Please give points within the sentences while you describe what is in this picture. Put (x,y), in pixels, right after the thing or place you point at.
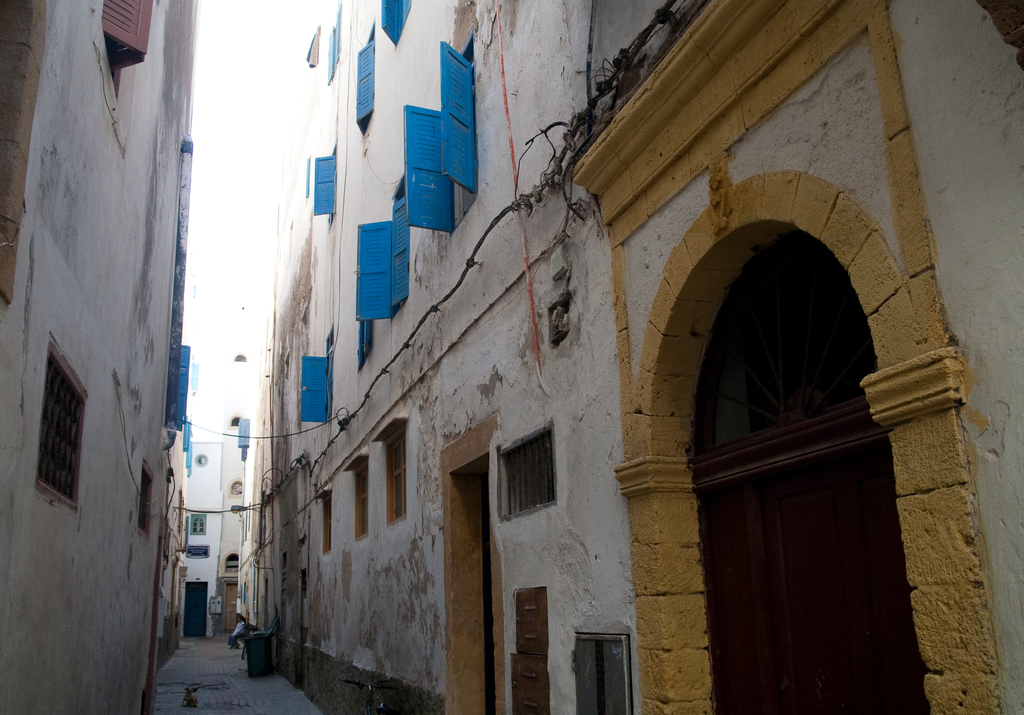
In the picture we can see the surface (222,642) between the house building walls (304,475) and on the walls (339,230) we can see the windows (428,225) and the door (729,568) and far away from the surface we can see a building (217,479) with windows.
